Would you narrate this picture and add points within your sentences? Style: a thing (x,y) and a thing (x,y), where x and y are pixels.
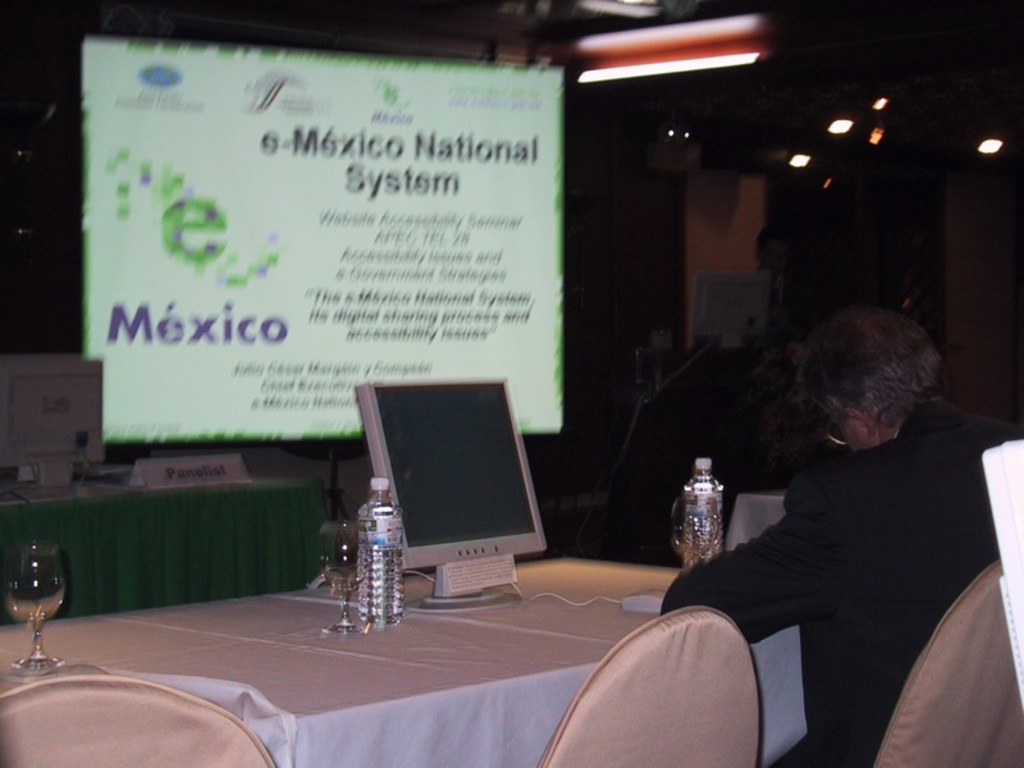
In this picture we can see a man (802,556) sitting on the chair (936,671). This is the table (362,663). On the table (350,666) there is a glass (33,623), bottle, and a monitor (509,535). And on the background (487,286) there is a screen (408,228). And these are the lights (724,57).
